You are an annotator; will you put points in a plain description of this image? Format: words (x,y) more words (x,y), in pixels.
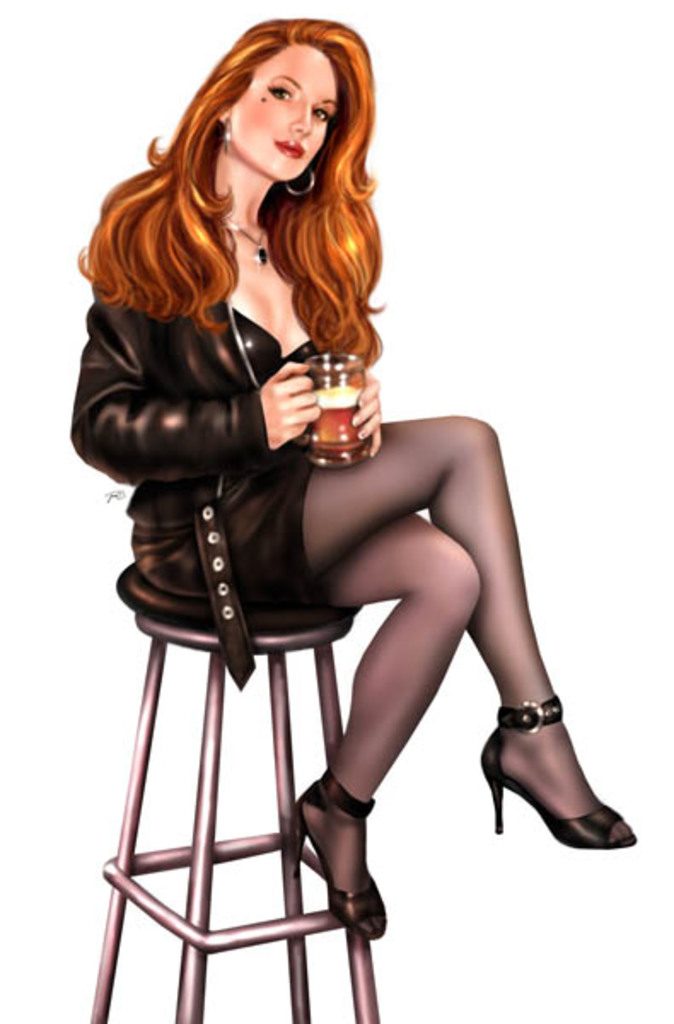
In this picture we can see a woman (299,546) sitting on a chair (324,677), she is holding a mug (327,421).
